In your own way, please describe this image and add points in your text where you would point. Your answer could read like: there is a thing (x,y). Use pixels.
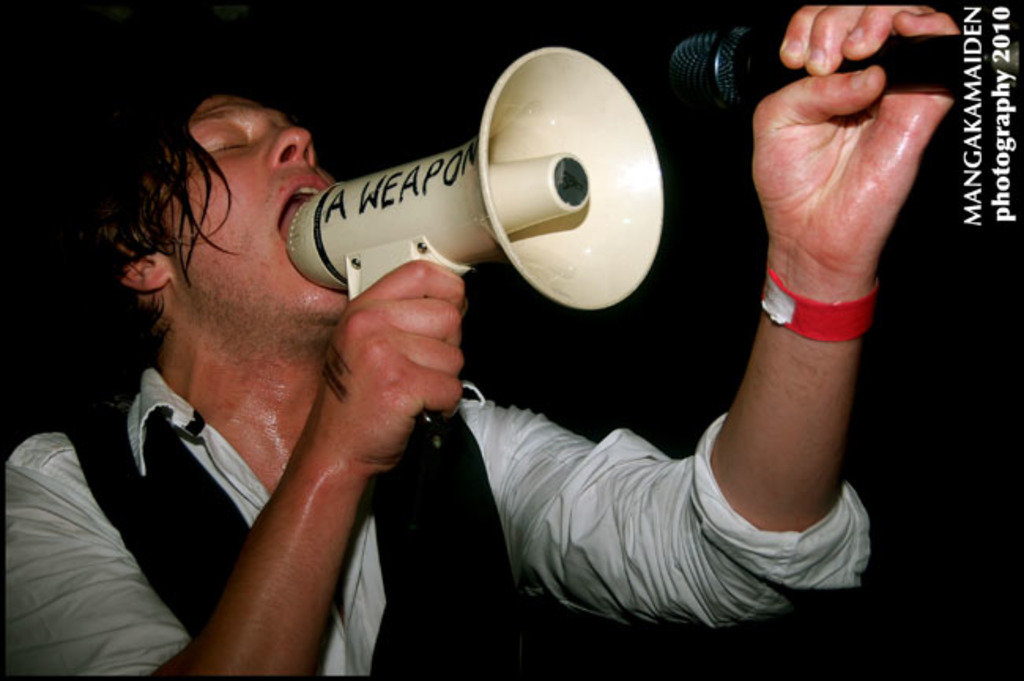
In this image, we can see a man (339,298) holding a megaphone (360,215) and a mic (903,90) and at the top (967,70), there is some text (970,57).
